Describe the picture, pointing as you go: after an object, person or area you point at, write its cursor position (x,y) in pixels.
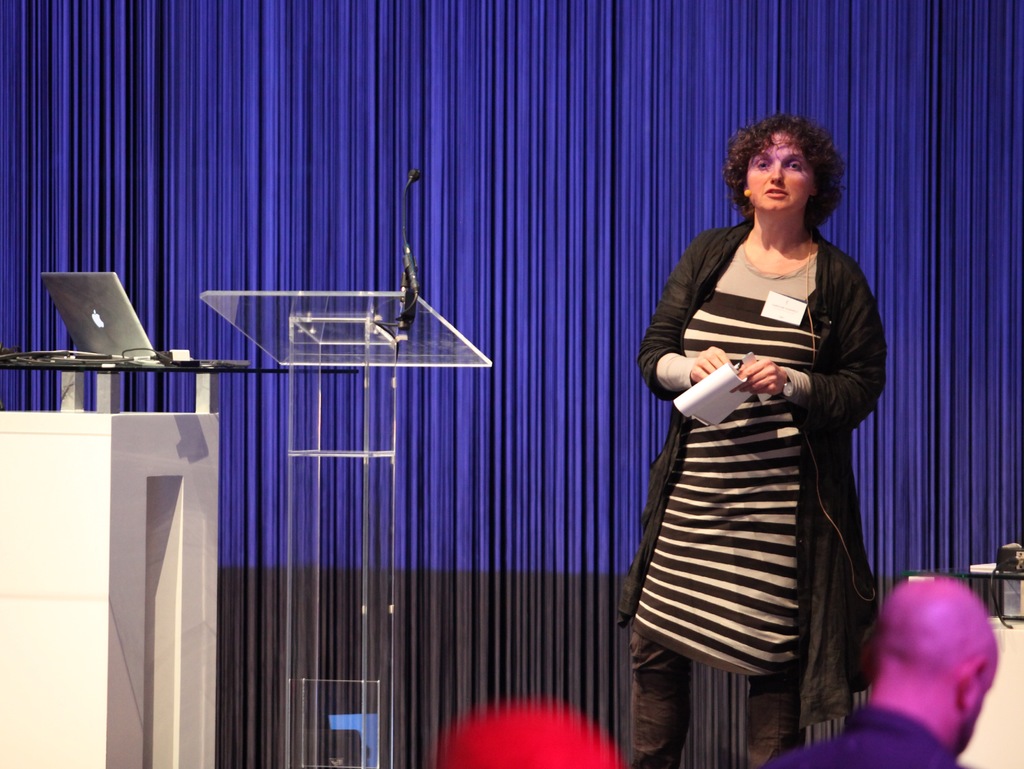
In this image we can see a person (725,453) standing and holding a book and to the side we can see a podium (343,313) with mic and there is a laptop (87,327) and some other objects (210,363) on the table (103,408). We can see a person (958,728) standing in the bottom right (958,728).
